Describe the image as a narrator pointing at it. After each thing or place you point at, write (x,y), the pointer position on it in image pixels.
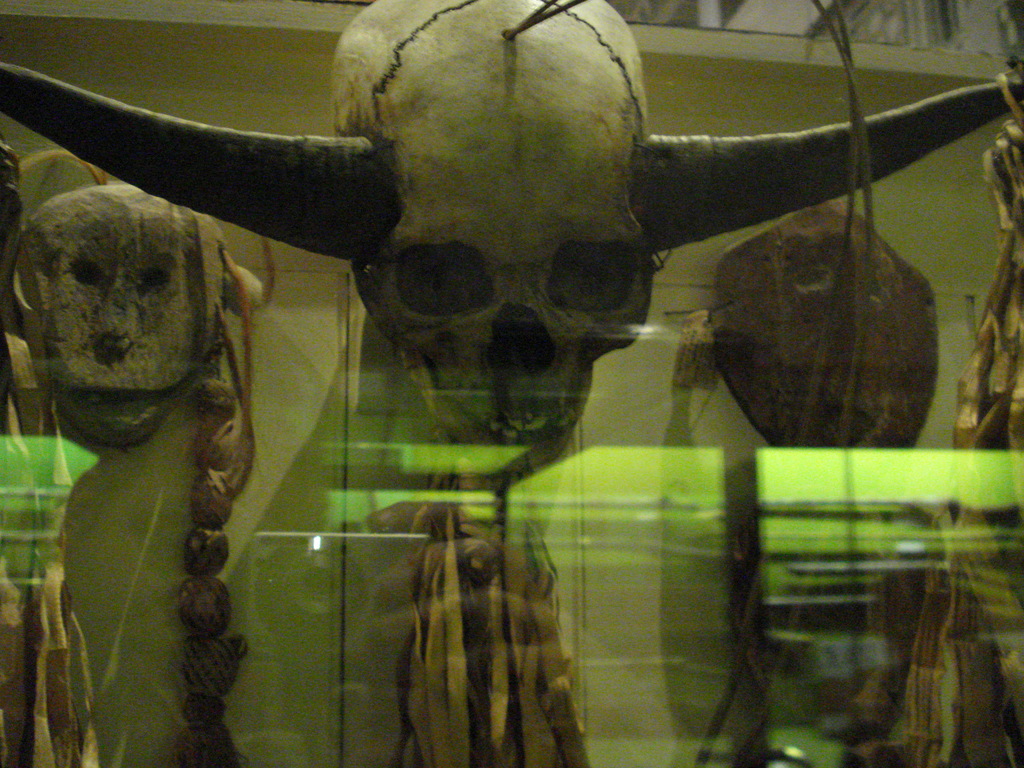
In the image we can see glass wall (664,538), from the glass wall (579,502) we can see a skull (471,316) with horns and other objects (231,393).
